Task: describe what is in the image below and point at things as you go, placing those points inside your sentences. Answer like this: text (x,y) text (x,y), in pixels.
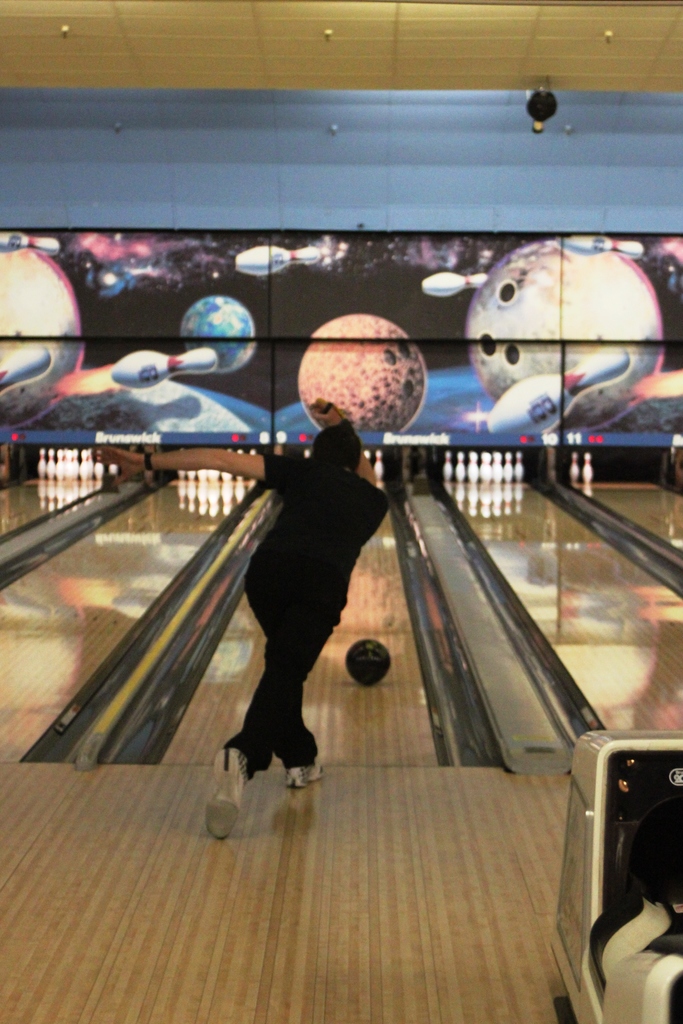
In the foreground of this image (375,855), there is a man (282,708) bending on the wooden floor (533,918). On the right (631,877), there is an object (652,816). In the background (617,585), there is the area of bowling ball game (86,447). At the top (375,38), there is the ceiling (308,35).
